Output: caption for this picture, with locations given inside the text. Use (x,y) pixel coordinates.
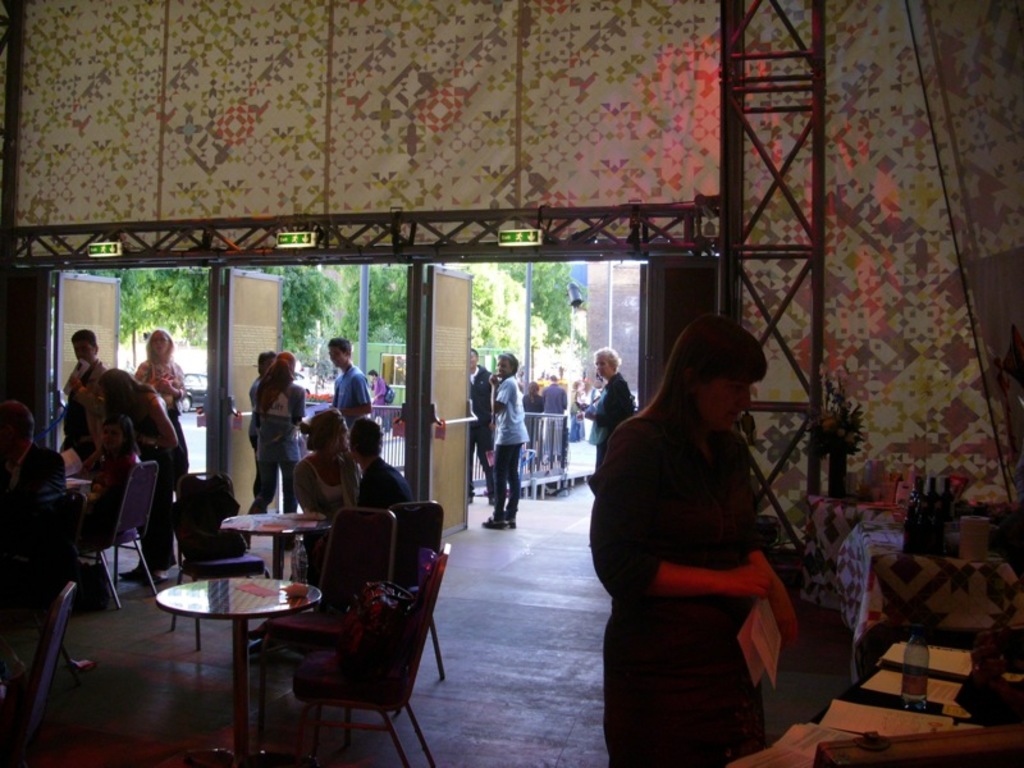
Some people (166,367) are entering and exiting at a gate (273,349) in a restaurant (217,598).
